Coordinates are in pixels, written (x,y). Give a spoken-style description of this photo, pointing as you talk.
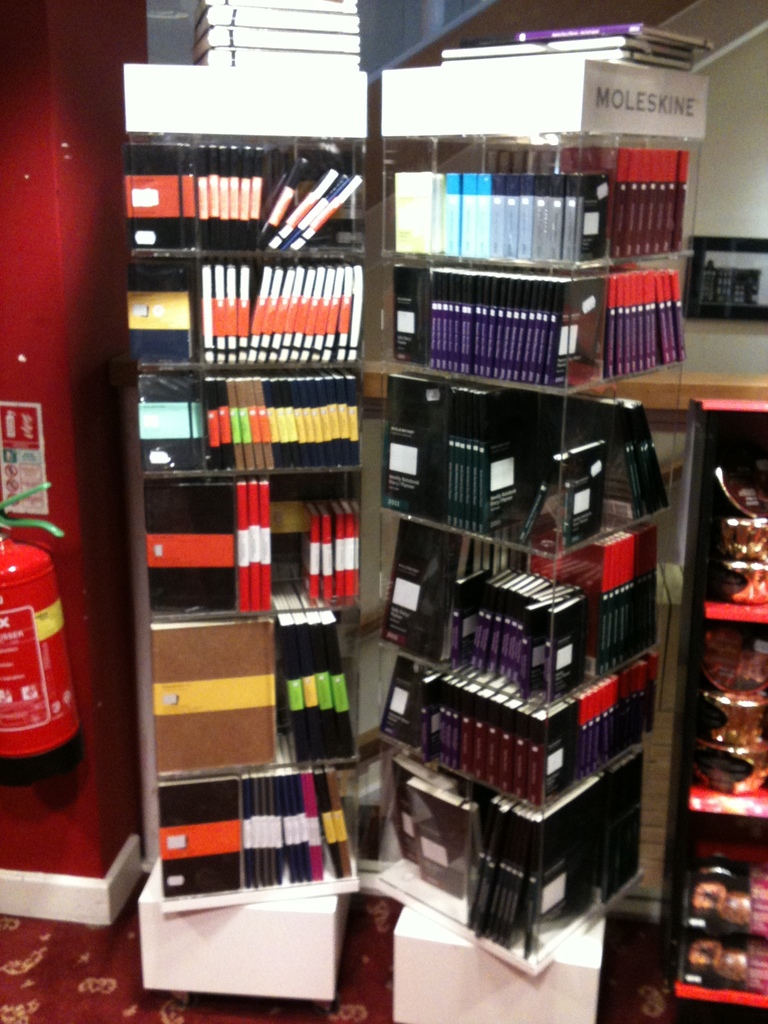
In the image I can see a books rack (332,876) with number of books (306,731) in them. I can see a fire extinguisher (48,602) to the wall (73,641) which is red in color, a board (25,485) to the wall (39,317) and few other objects (707,707) in the racks (697,708).
